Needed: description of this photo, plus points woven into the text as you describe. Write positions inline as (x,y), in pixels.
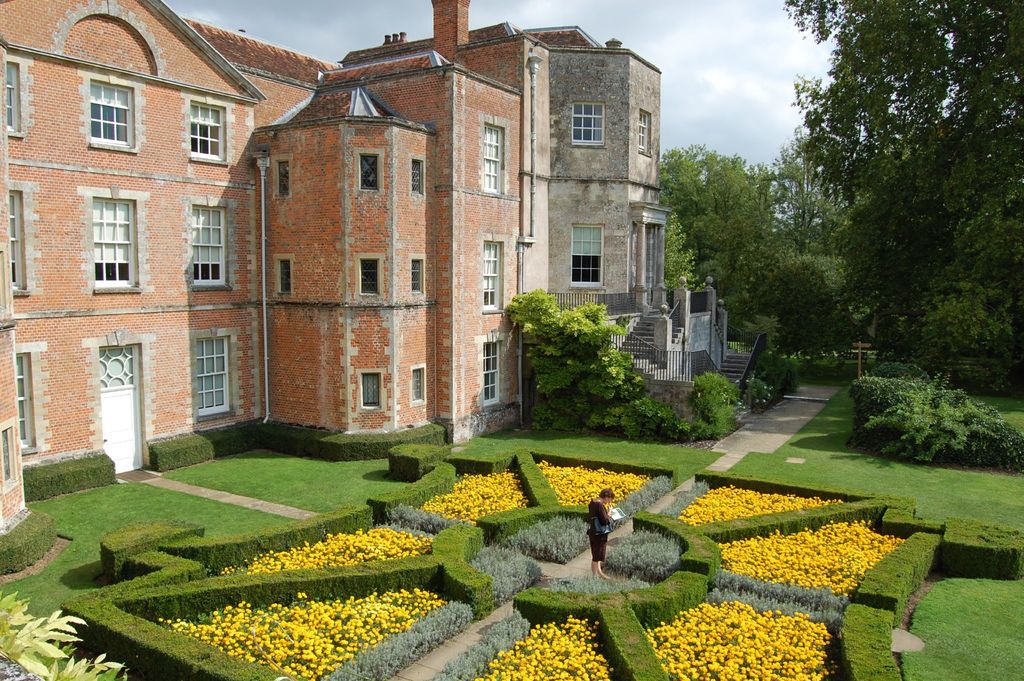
In the center of the image (409,449) we can see a garden maze (545,526) and a person (602,542) is standing. In the background of the image (440,278) we can see a buildings (572,217), trees (748,309), grass (944,481) are present. At the top of the image (742,56) sky (752,50) is there. At the bottom of the image (936,467) ground (739,419) is present.
